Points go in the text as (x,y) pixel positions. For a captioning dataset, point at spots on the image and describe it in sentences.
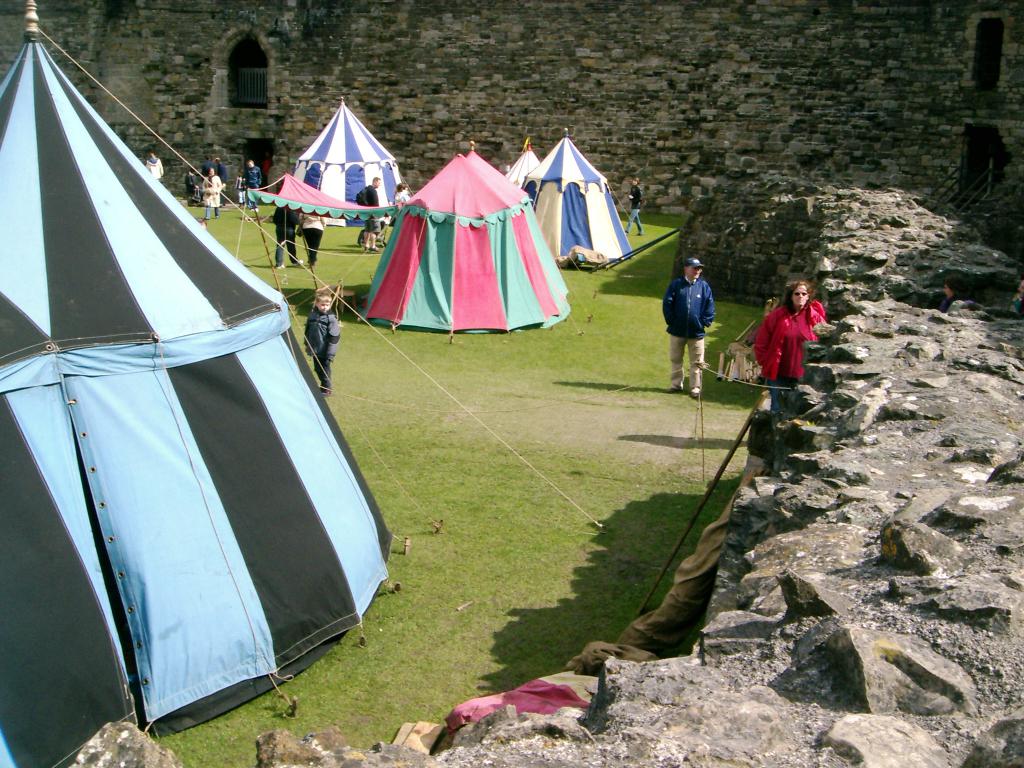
In this image we can see tents (330,195). Also there are many people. On the ground (526,461) there is grass (504,386). On the right side (845,328) there is a wall (752,628) with rocks (768,568). In the back (552,45) there is a wall (290,56) with windows (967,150).
